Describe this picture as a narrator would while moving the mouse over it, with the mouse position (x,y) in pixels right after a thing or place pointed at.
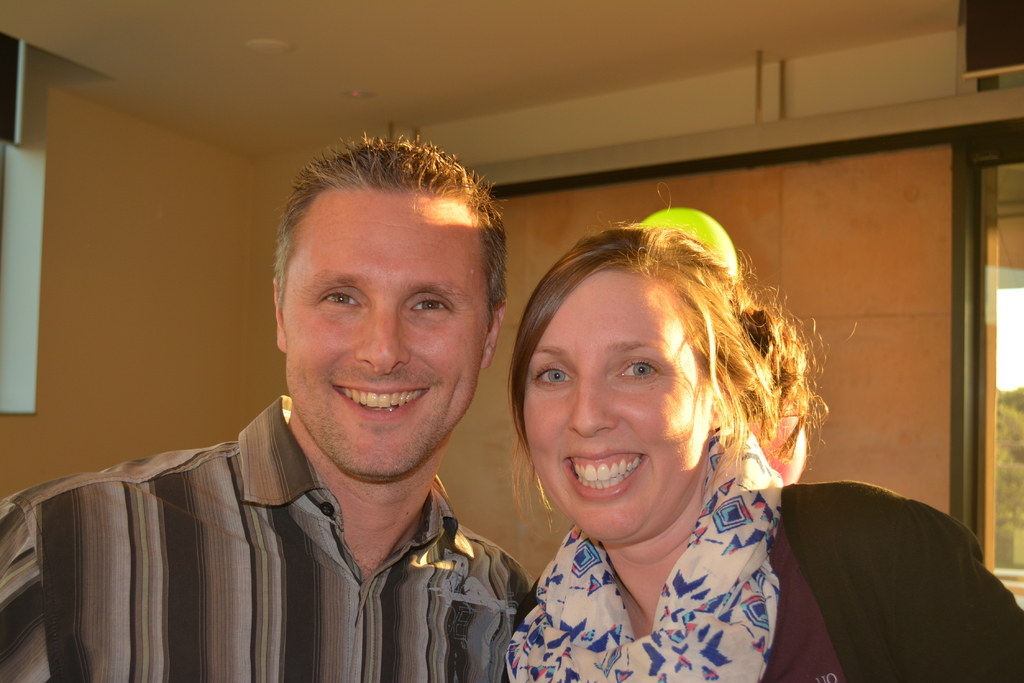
In this image there is a person (288,484) wearing a shirt (303,548) is beside a woman (744,596) wearing scarf (743,572). Behind them there is a wall (950,360) having window (1012,426). From the window (1018,495) few trees (1006,487) are visible.
